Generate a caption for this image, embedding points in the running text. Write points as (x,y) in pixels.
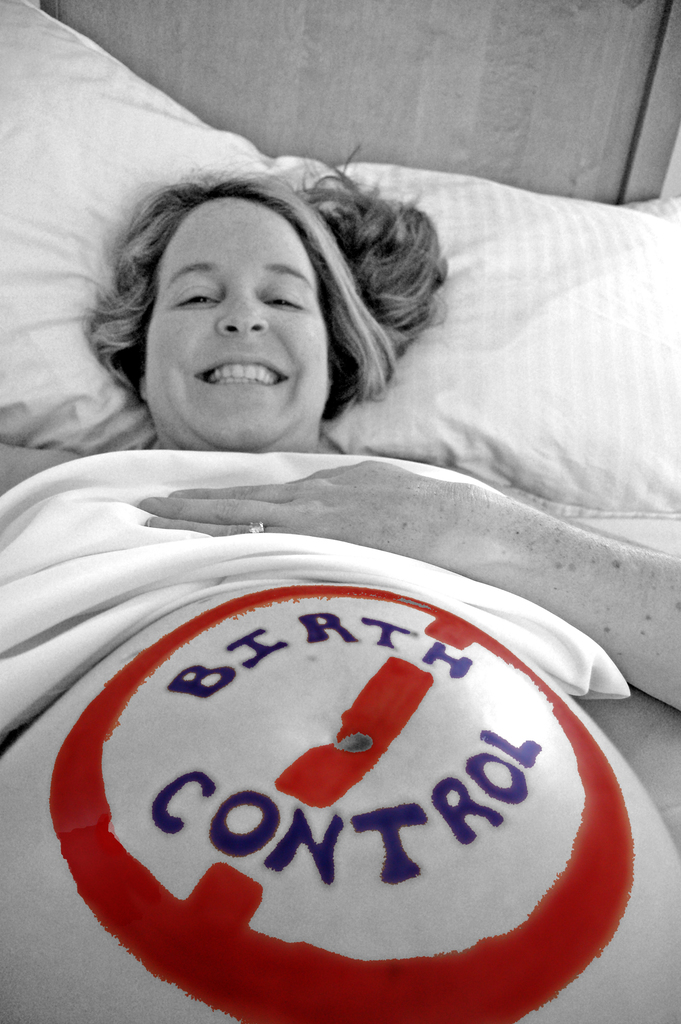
In this mostly black and white image, we can see a person (213,281) on the bed (636,704).
